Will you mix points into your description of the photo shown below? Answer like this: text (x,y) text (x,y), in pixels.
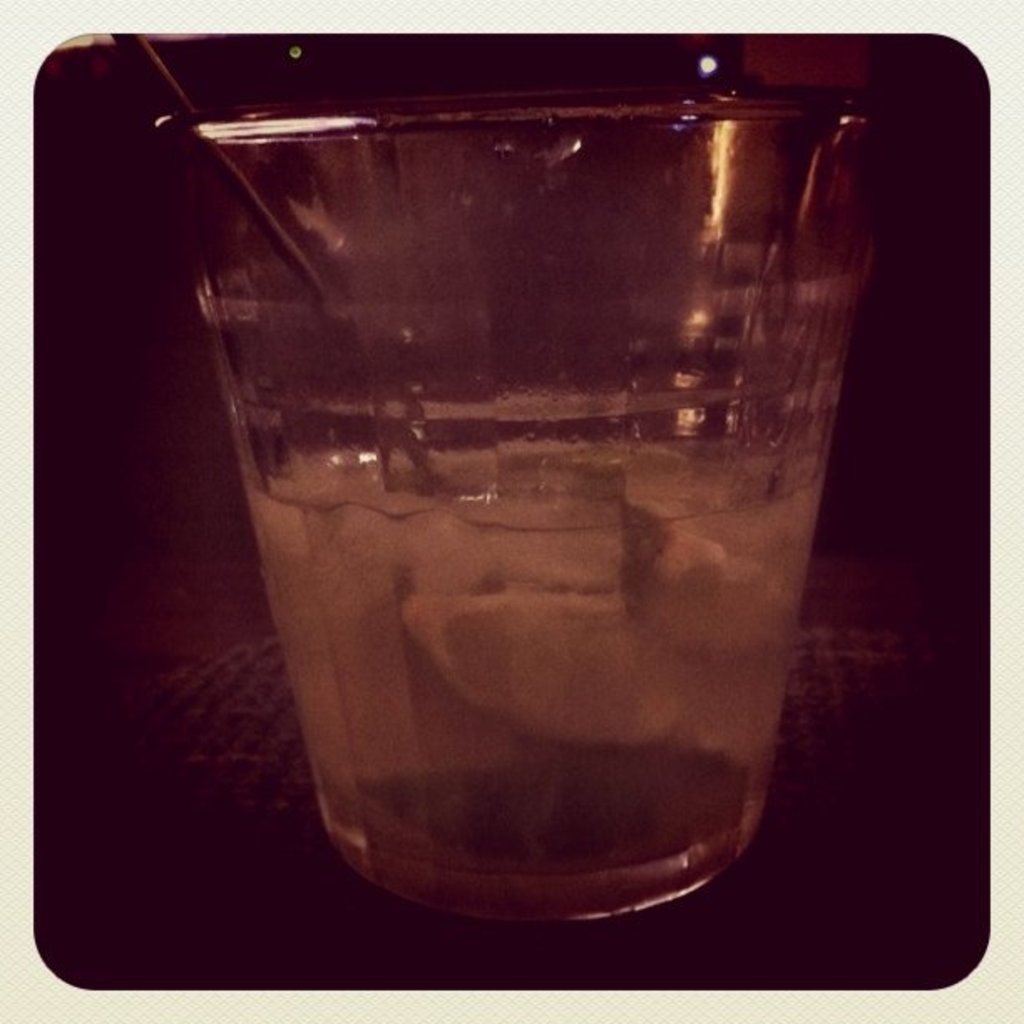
This is an edited picture. I can see a glass (668,596) with a stick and liquid (412,624) in it, on an object (792,759), and there is dark background (103,479).
